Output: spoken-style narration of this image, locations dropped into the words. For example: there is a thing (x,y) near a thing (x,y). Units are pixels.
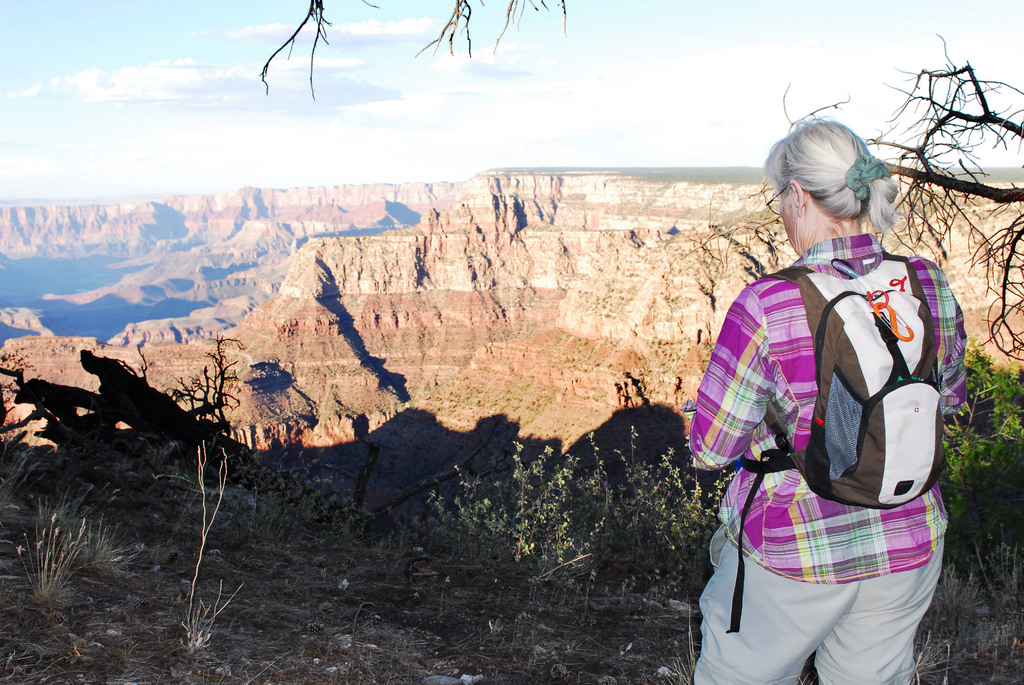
In this image we can see a woman (702,407) standing and wearing a backpack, there are some plants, trees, grass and mountains (292,232), in the background (472,137) we can see the sky (617,151) with clouds (656,127).
